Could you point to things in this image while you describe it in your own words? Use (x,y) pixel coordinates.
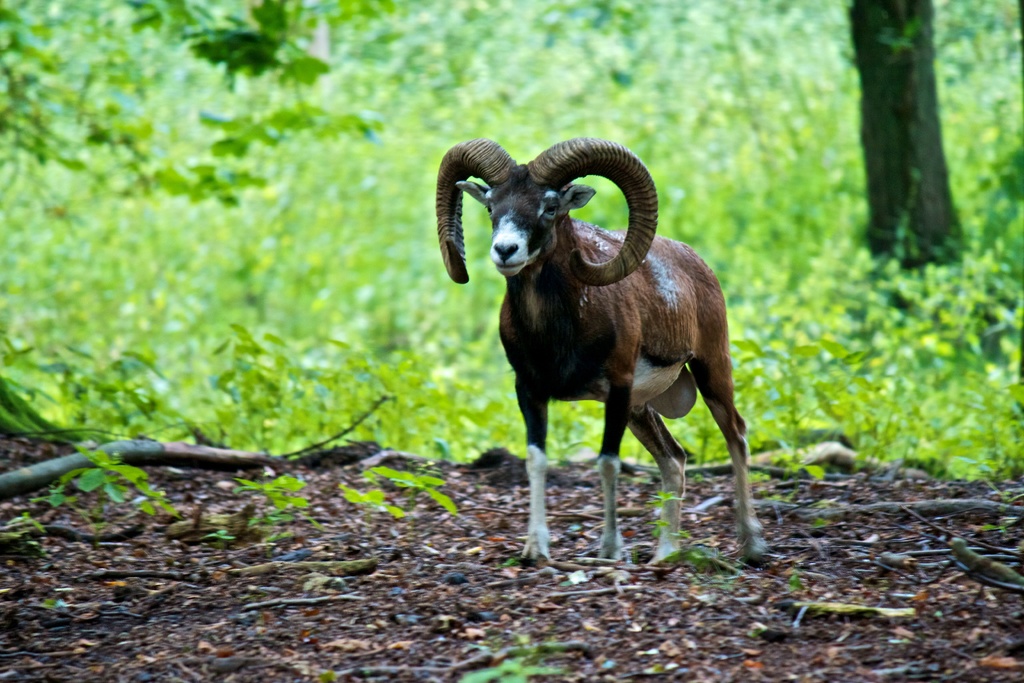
This picture might be taken from forest (723,497). In this image, in the middle (609,353) there is an animal (605,352) walking on the land (481,560). In the background (317,67), there are some trees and plants (844,434), at the bottom (344,597) there is a land (599,560) with some stones (337,584).
